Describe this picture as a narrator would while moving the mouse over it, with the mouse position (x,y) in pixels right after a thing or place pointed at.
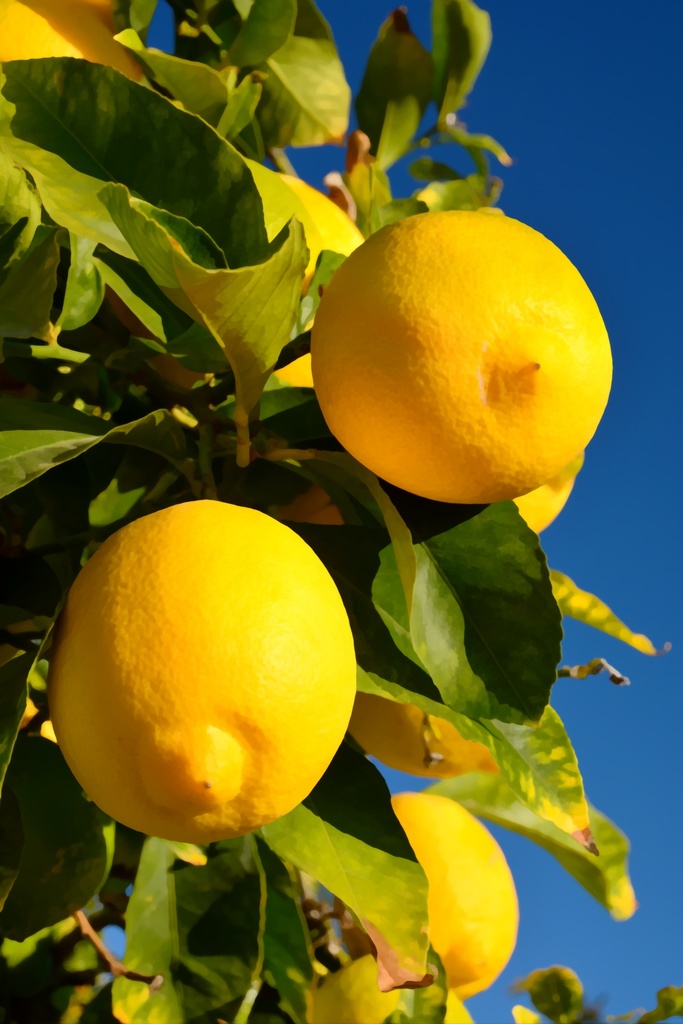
In this picture i can see yellow color fruits (281,605) on plant (234,480). In the background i can see sky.
